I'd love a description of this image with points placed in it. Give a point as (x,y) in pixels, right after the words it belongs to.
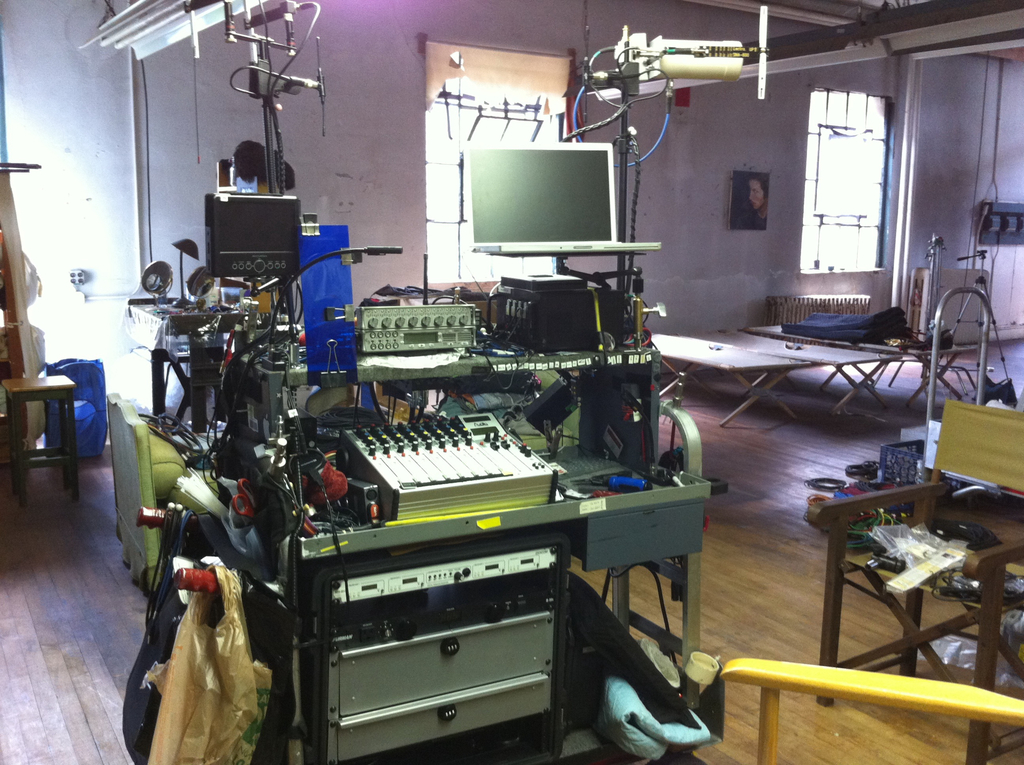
In this image in the center (592,466) there is a table (574,469), on the table (580,487) there are objects (475,467) which are white, blue and black in colour and there is a monitor (531,198). In the background (358,164) there is wall (420,148), on the wall (663,161) there are windows (431,204). In front of the wall (786,201) there are beds (829,349) and on the wall (727,227) there is a frame (760,223) hanging. On the right side (933,494) there is a chair (910,488) and there is a stand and there is an object (841,681) which is yellow in colour. On the left side (37,396) there is a stool (62,408) and there is an object (89,411) which is blue in colour.
